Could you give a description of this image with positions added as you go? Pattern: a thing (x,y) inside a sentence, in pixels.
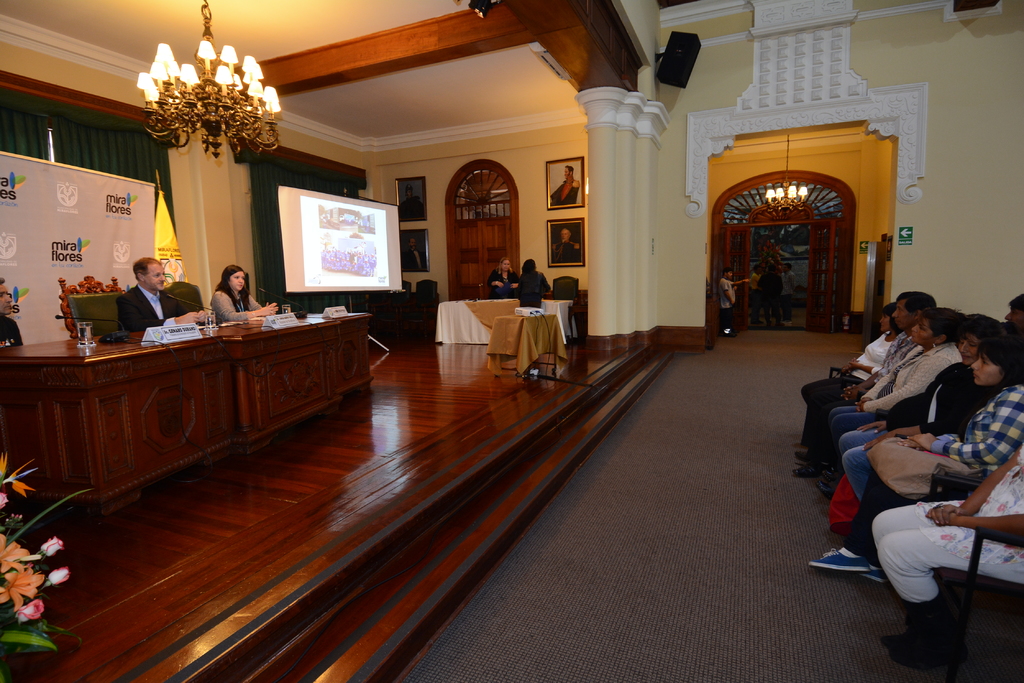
In this picture there are two people (173,313) sitting on a brown table (315,333) and opposite to them there are many spectators (966,370) viewing. In the background (85,210) we observe many posters (78,187), lcd screens (301,237) and photographs (558,253) attached to the wall (431,211). There is a poster (13,209) behind them which is named Mira Flores. There is also a light (223,106) attached to the roof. We can observe flowers (31,565) to the left of the image (27,604) and glass door (737,230) to the right of the image (745,251).
